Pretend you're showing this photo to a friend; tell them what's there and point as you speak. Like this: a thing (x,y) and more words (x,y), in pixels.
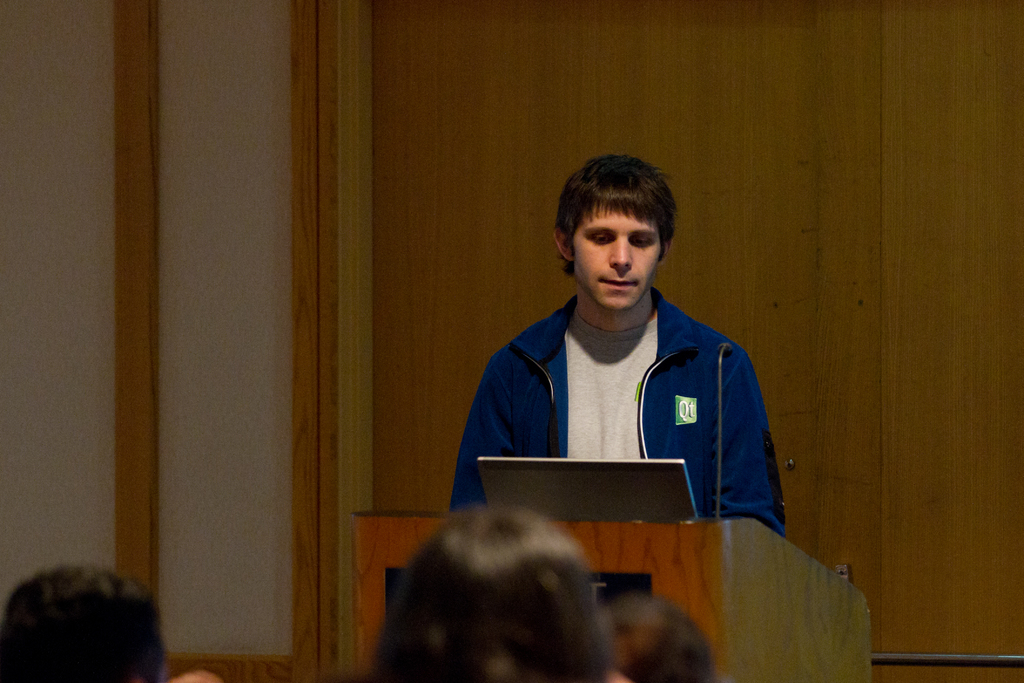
In the picture I can see people (498,596) among them a man (601,425) is standing in front of a podium (639,532). On the podium (630,524) I can see microphones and a laptop (594,492). In the background (597,128) I can see a wooden wall (537,140).
